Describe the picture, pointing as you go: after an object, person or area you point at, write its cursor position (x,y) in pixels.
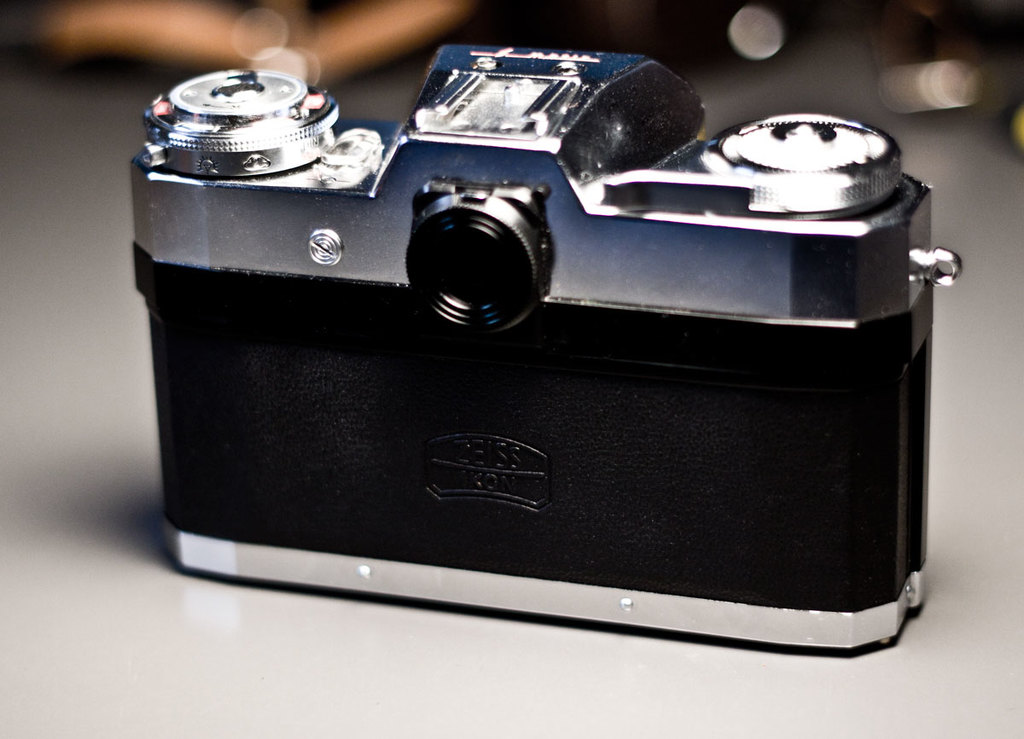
In the center of the image (596,305) there is a camera (784,354) on the surface (69,181). The background of the image (326,6) is blur.
